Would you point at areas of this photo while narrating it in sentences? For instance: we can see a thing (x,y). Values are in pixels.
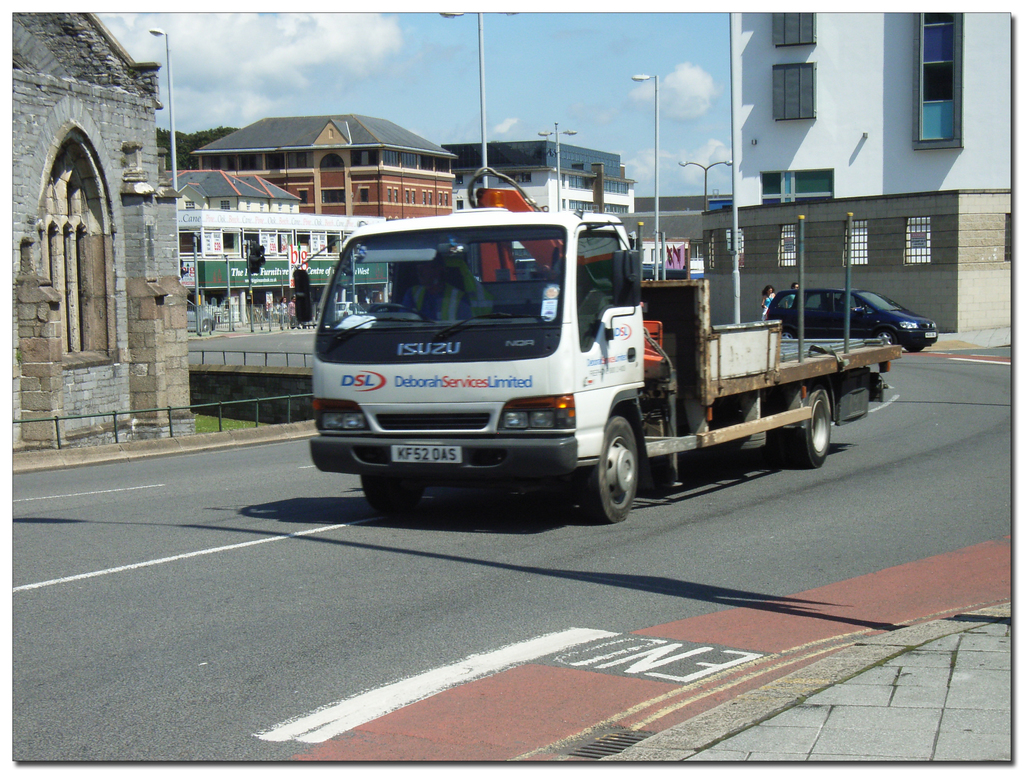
In this image I can see a road (446,506) in the centre (596,428) and on it I can see few vehicles (530,331). On the both side of the road (938,378) I can see number of buildings (33,188), number of poles (176,178), street lights (705,209) and people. In the background (233,118) I can see few trees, clouds (331,30) and the sky (491,71). I can also see a green colour board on the left side (323,263) and on it I can see something is written.
